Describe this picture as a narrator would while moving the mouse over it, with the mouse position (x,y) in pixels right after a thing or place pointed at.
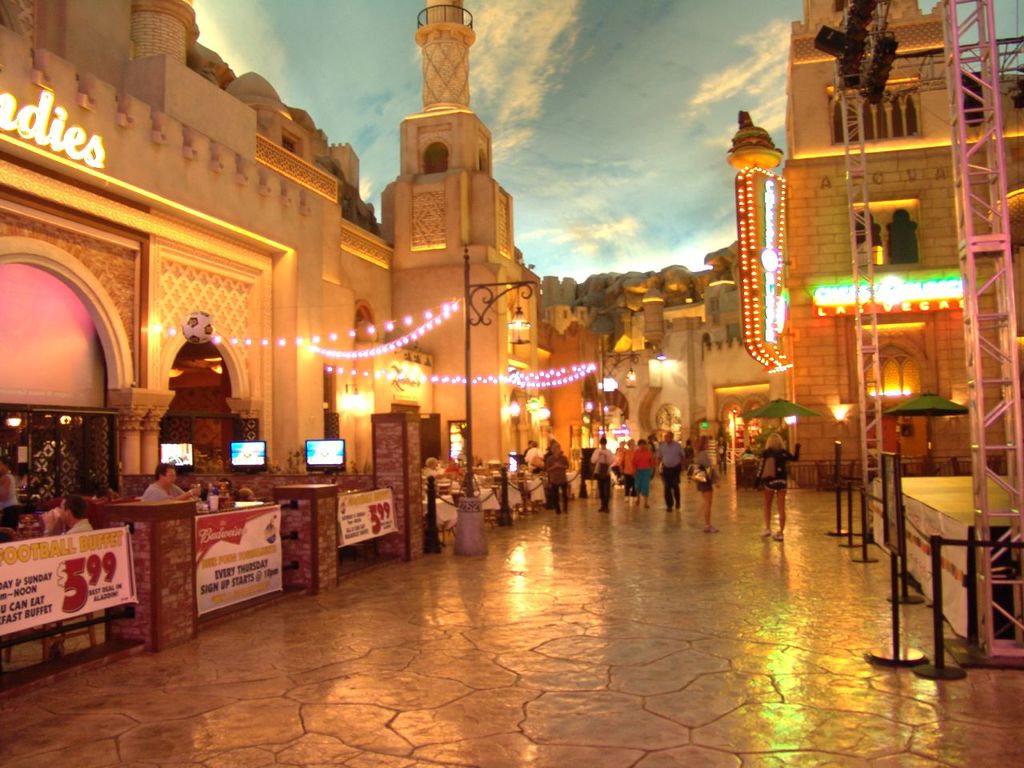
In the middle of this image (554,493), there is a road (772,671), on which there are persons (707,460). On the left side (228,558), there are banners (361,527) arranged on a fence (320,578), there are screens (323,454), lighting (484,383) arranged and there is a hoarding (99,141) attached to a wall (111,106) of a building (291,171). On the right side (992,567), there is a stage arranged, there are umbrellas (934,412) and there is lighting (780,335) arranged on the buildings (937,259). In the background (719,15), there are buildings (733,302) and there are clouds (494,88) in the sky (618,208).
